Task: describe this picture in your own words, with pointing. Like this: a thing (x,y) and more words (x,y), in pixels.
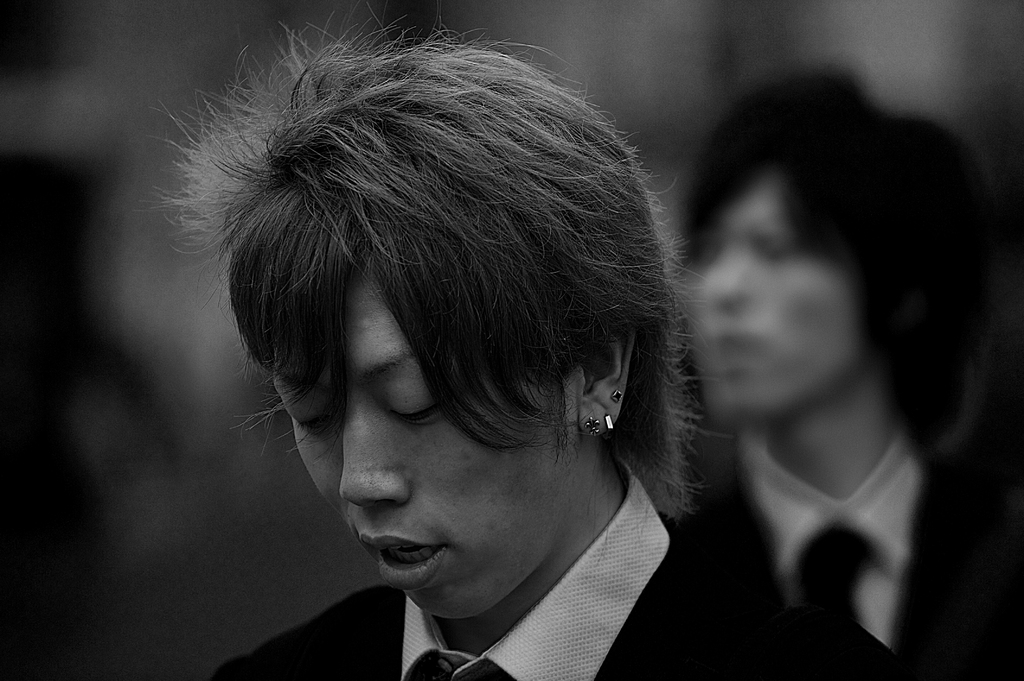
In this image we can see two persons (618,459). The background of the image (59,79) is blurred.
